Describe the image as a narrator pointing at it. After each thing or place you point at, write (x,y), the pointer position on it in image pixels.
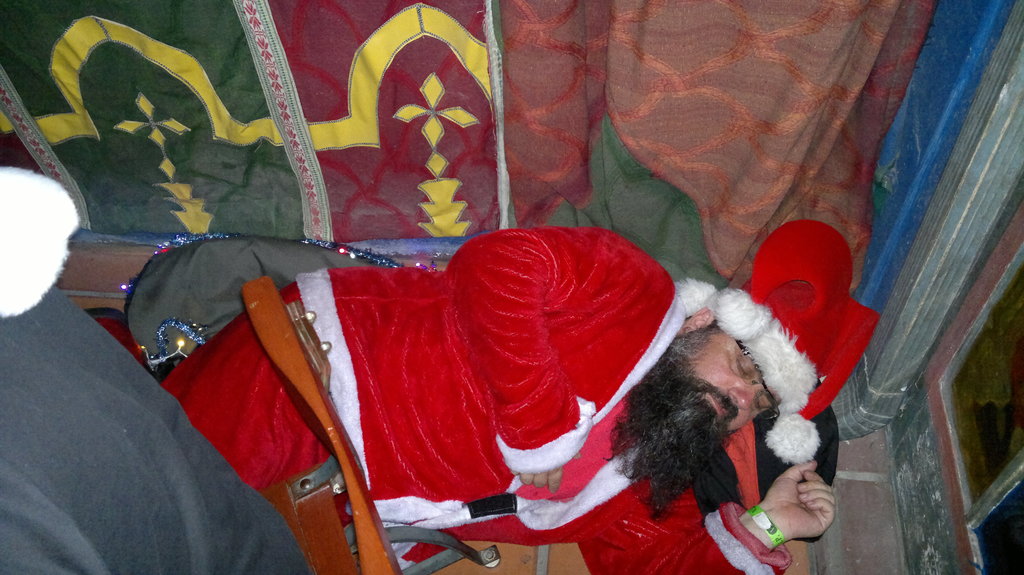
In the image in the center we can see one bench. On the bench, we can see one person (530,354) lying and he is in red color costume (485,393). On the left side of the image (82,466), we can see one jacket (43,417). In the background (256,166) there is a wall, door (993,371) and curtain (461,83).
